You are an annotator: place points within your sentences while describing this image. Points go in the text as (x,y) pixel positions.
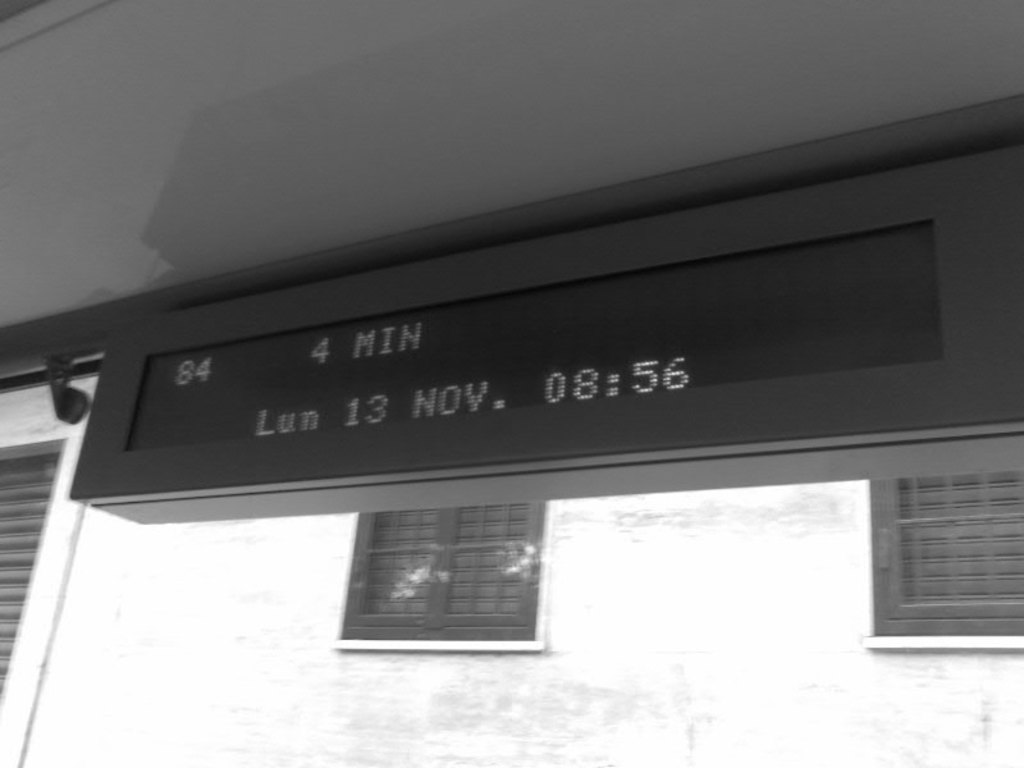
In this image I can see the LCD display (404,410) in the top (913,234). In the background (377,607) I can see two windows (492,615) to the wall (126,702). And to the left (16,562) there is a shutter (16,485) and this a black and white image.
